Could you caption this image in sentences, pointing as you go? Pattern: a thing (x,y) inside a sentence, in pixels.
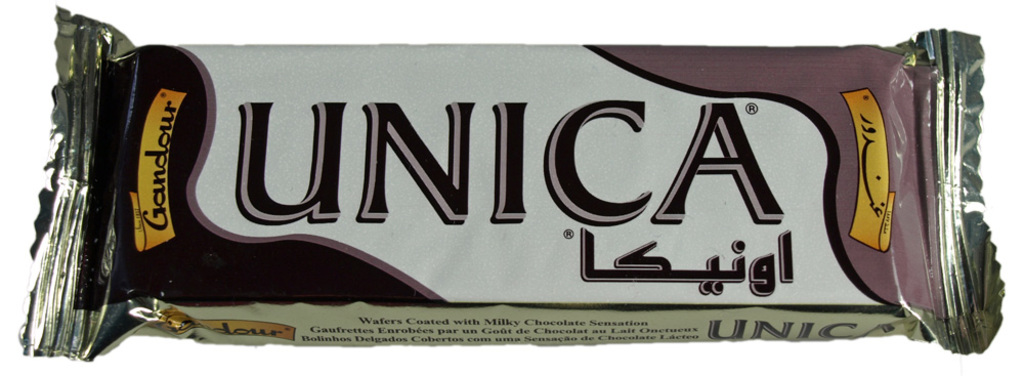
In the center of this picture (420,139) we can see a chocolate (512,328) and we can see the text (160,153) on the wrapper (92,305) of the chocolate (619,79). The background of the image (957,6) is white in color.
